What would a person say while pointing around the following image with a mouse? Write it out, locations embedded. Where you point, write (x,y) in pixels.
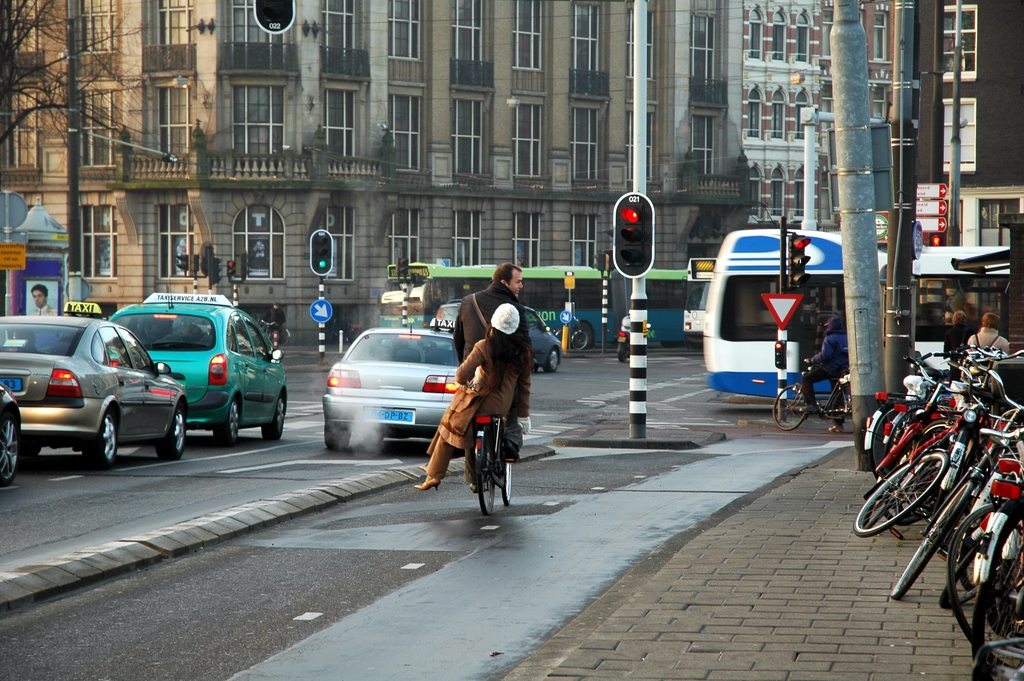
This is a street view, In the middle (491,298) there is a man (491,311) he is riding bicycle (489,473) on that bicycle (486,423) there is a woman (505,311). In the middle (646,244) there is a traffic signal light (641,263). On the left (205,370) there are four cars (172,397). On the right (944,436) there are many bicycles (964,485) and pole (867,284). In the background (337,174) there are some vehicles (656,299), building (608,243) and sign boards (326,305).
